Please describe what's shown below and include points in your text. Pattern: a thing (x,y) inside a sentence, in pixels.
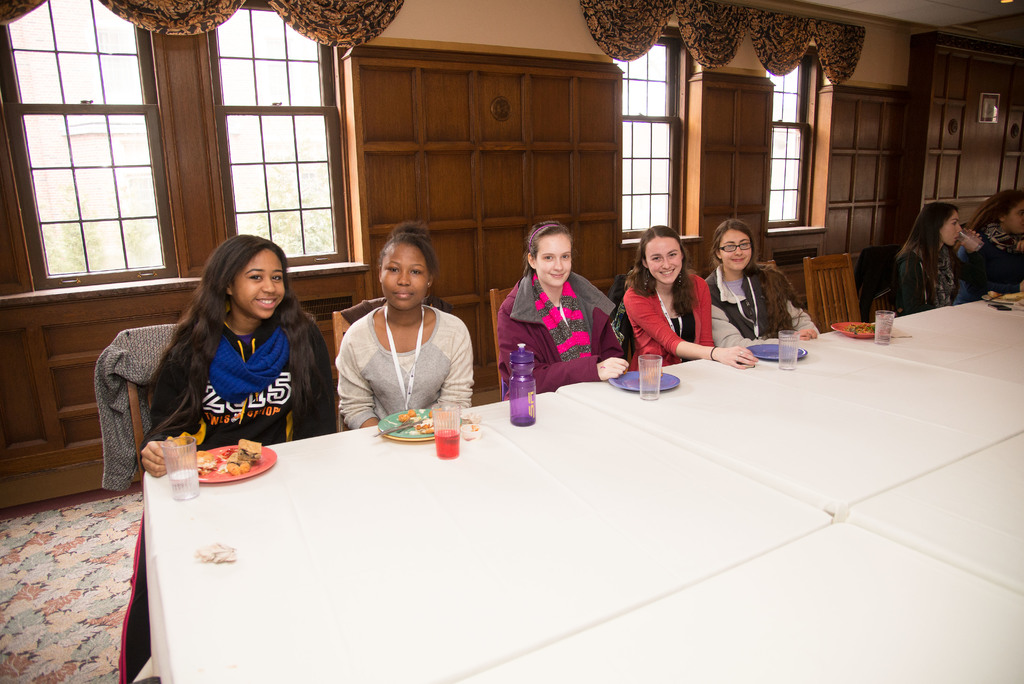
group of women (524,340) are placed on the wooden chair (500,360). In-front of their, There are few white tables (729,518) and plates (270,460), glass (192,462) with water (188,479), bottle (528,404), juice (449,444). some food (259,452) are placed on the plates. At the background (689,160), we can see wooden wall (481,165) and glass window (294,184), curtains (359,10) and cream color wall (456,16). On the right side (990,105), we can see a Frame (982,117).
